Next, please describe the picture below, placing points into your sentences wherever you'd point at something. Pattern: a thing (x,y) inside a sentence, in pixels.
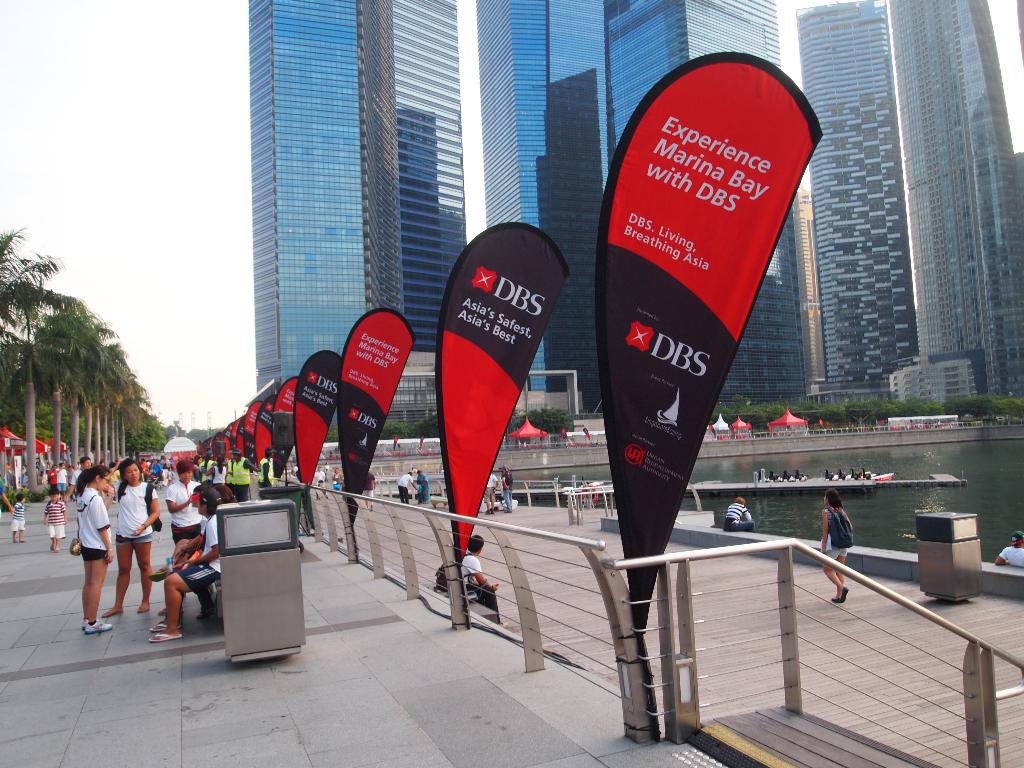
In this image we can see few persons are sitting and walking on the floor (510,729) and there are objects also on the floor (743,746). In the background (52,269) we can see few persons (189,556), railings (791,541), hoardings (644,495), trees (48,426), tents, few persons (792,476) are in the boat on the water (814,496), buildings (297,222) and clouds (119,132) in the sky (91,32).
